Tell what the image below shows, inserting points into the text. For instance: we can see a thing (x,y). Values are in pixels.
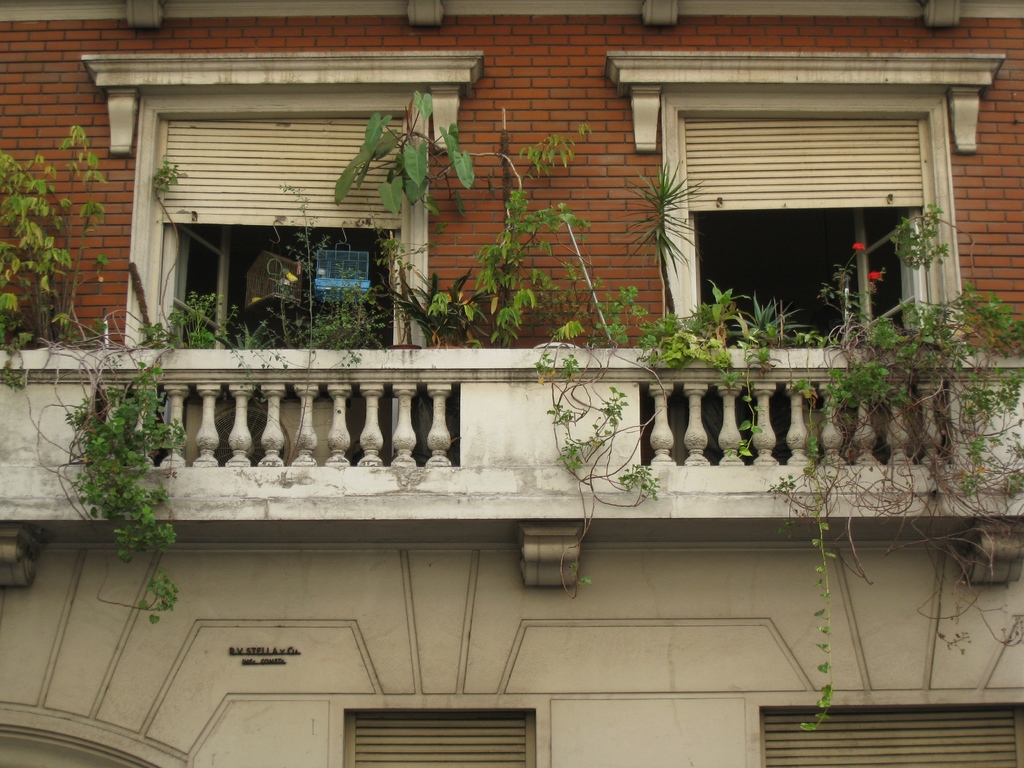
In this image there is one house (502,402) and there are some windows (813,266), on the right side (800,266) and left side (241,262) and also we could see some plants (155,347) and there is a railing (666,422).
